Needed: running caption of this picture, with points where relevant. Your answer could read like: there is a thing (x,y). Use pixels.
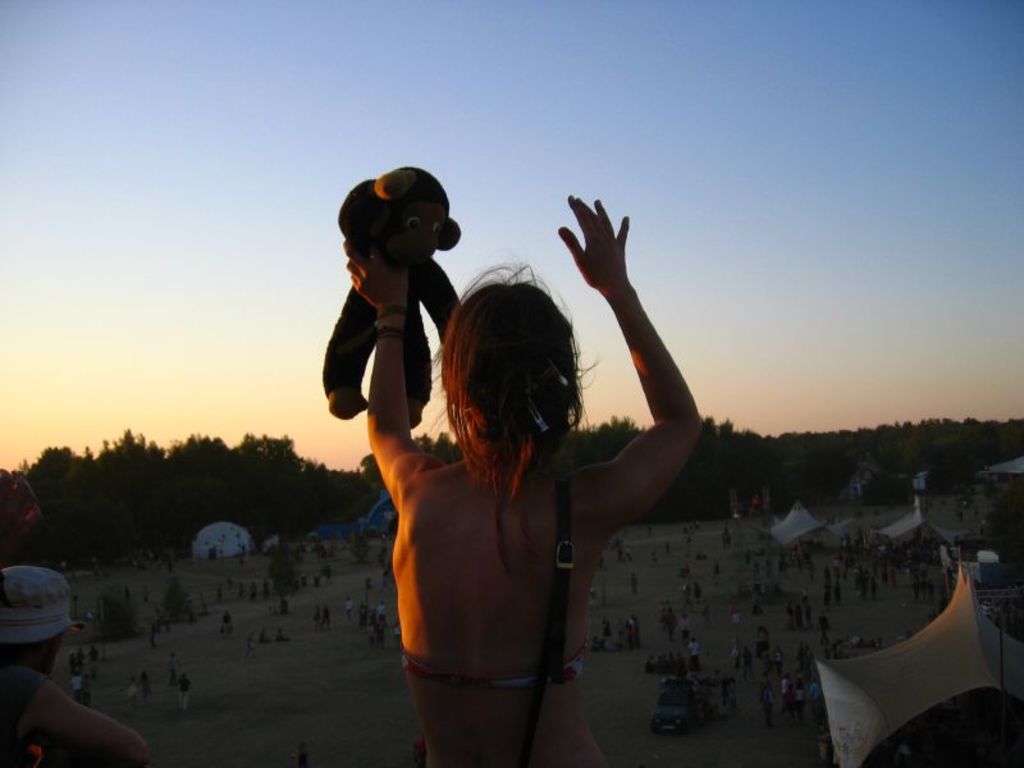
In this image I can see a person (406,482) standing holding a toy (334,350). Background (318,621) I can see few other persons (325,608), trees (801,461), and sky (476,168) in blue and white color.
